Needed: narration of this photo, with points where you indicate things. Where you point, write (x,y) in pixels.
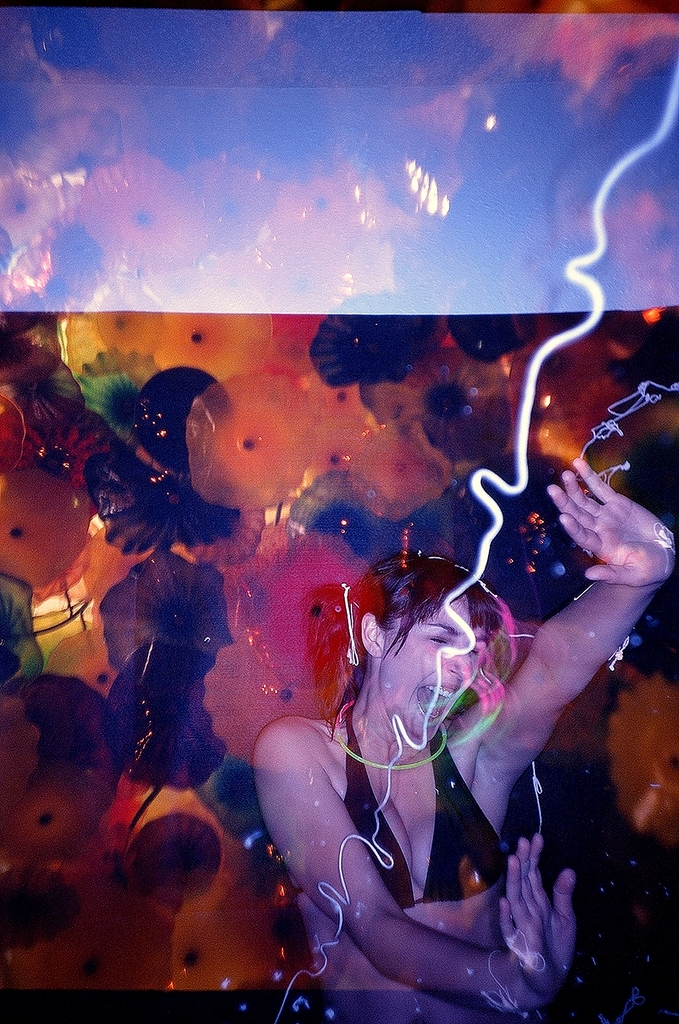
The image looks like an edited image. At the bottom (396,827) we can see a woman (438,760) dancing. At the top (331,251) there are some decorative items (390,357).
